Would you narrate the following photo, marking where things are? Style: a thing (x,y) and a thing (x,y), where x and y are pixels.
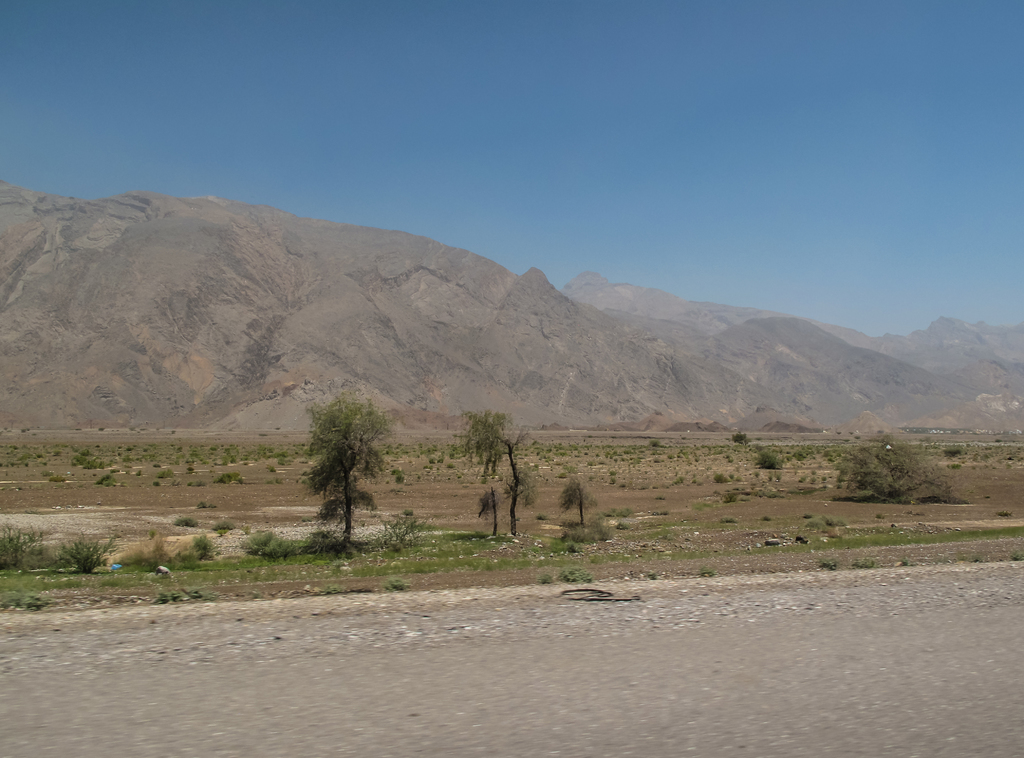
In this picture we can see few trees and plants (411,524), in the background (237,321) we can find hills (480,352).
